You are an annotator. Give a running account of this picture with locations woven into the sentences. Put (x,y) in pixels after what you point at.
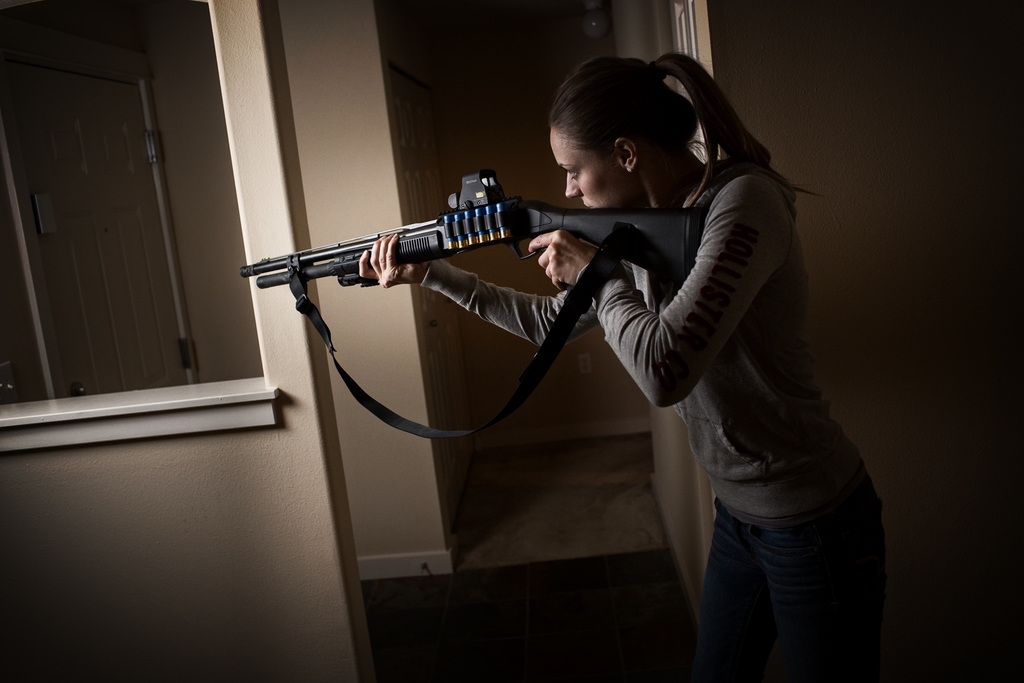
This image consists of a woman (728,415) holding a gun (599,213). She is wearing a gray sweatshirt (662,296). It looks like it is clicked inside the house (697,571). In the background (861,451), we can see walls (1009,96). On the left (187,224), there is a wall (199,252). At the bottom (447,632), there is a floor (448,673).
